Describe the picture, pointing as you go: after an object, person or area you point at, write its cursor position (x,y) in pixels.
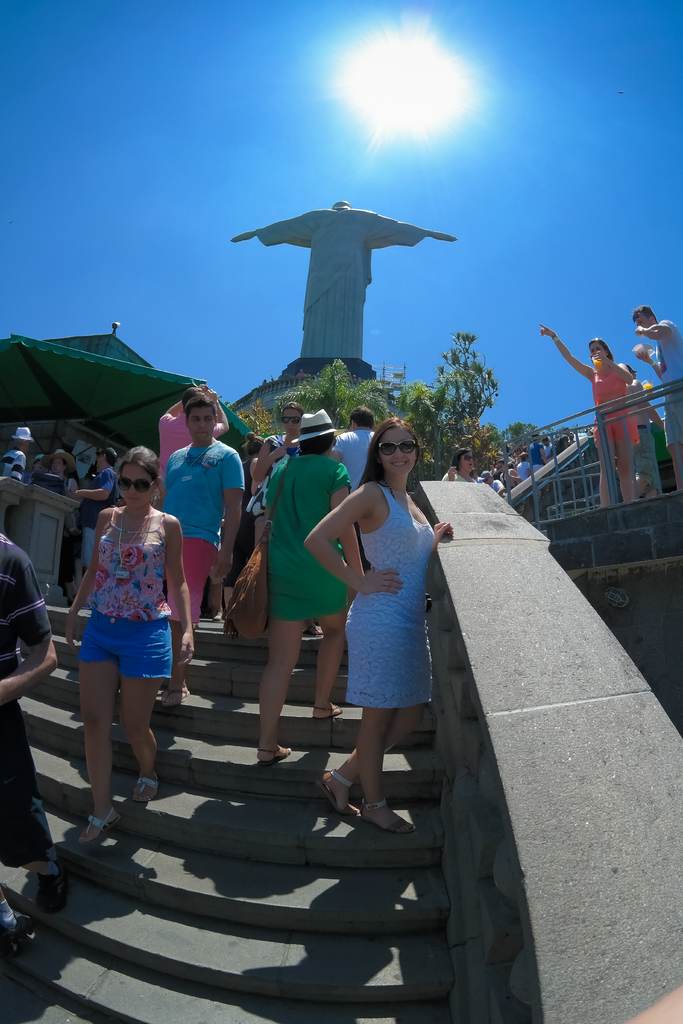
In the center of the image (305,571) we can see some persons (333,551) are present on the stairs (272,793). In the background of the image (274,460) we can see some persons (109,479), podium (48,526), tent (149,413), trees (430,414), grilles (508,458) and a statue (342,304). On the right side of the image (621,685) we can see a wall (461,617). At the top of the image (312,141) we can see a sun (441,72) is present in the sky (396,187).
